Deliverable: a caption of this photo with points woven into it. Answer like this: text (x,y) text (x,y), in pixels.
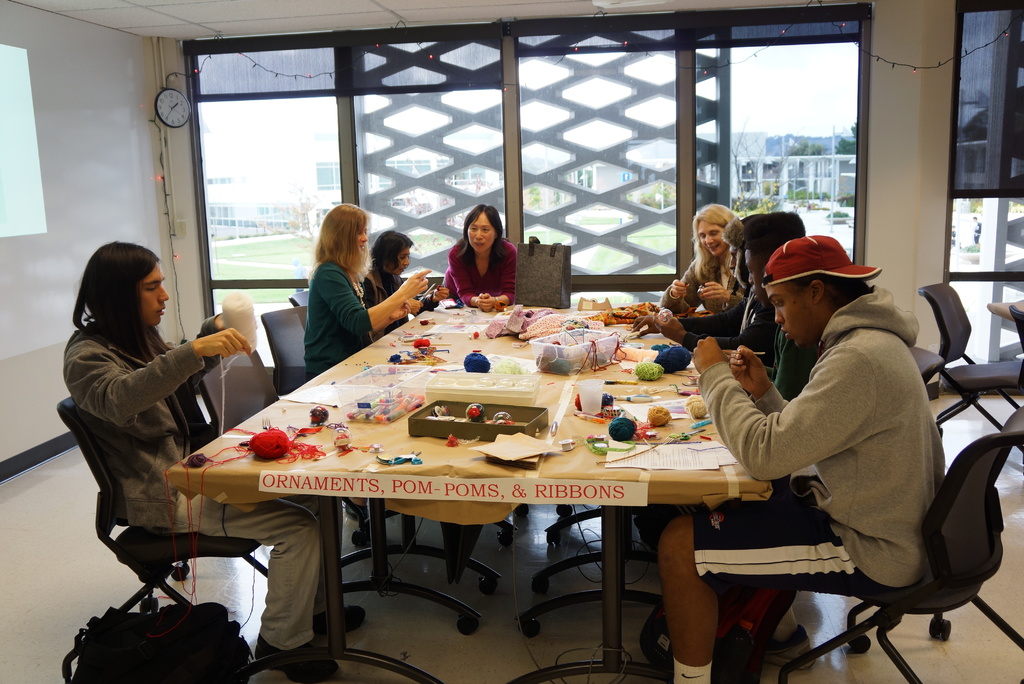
In this picture there are group of people (399,306) sitting on a chair (960,514). In a center there is a table (457,364) with the name (305,484) written on ornaments (347,493) pom-poms (447,491) and ribbons (588,488). On the table (463,451) there are ribbons (638,427), threads (279,451), box (522,411). At the right side (757,295) there are four persons (767,317) sitting on a chair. Woman (483,273) in the center (492,272) is wearing a red colour dress (497,271) is leaning on the table (495,315). At the left side (332,294) there are three persons (246,352) sitting on the chair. In the background (434,145) there is a window (408,139), wall clock (178,123) on the wall (172,136). At the right side (961,310) there are two empty chairs (945,304). Outside the window (791,168) there is a building (785,168), grass (263,245) on the floor (272,254) and sky (280,124).
